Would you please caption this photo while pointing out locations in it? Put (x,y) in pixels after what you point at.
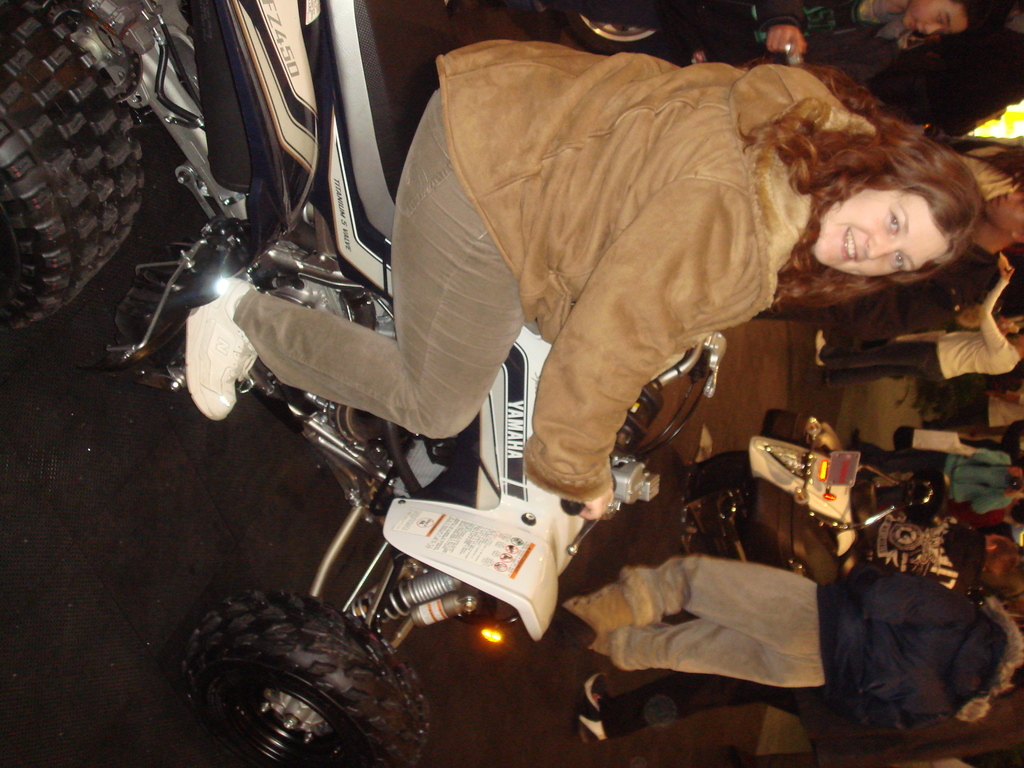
In this image, we can see a lady (515,237) smiling and sitting on the bike (306,269). In the background (942,354), there are people (952,479) and we can see another vehicle (797,544).
